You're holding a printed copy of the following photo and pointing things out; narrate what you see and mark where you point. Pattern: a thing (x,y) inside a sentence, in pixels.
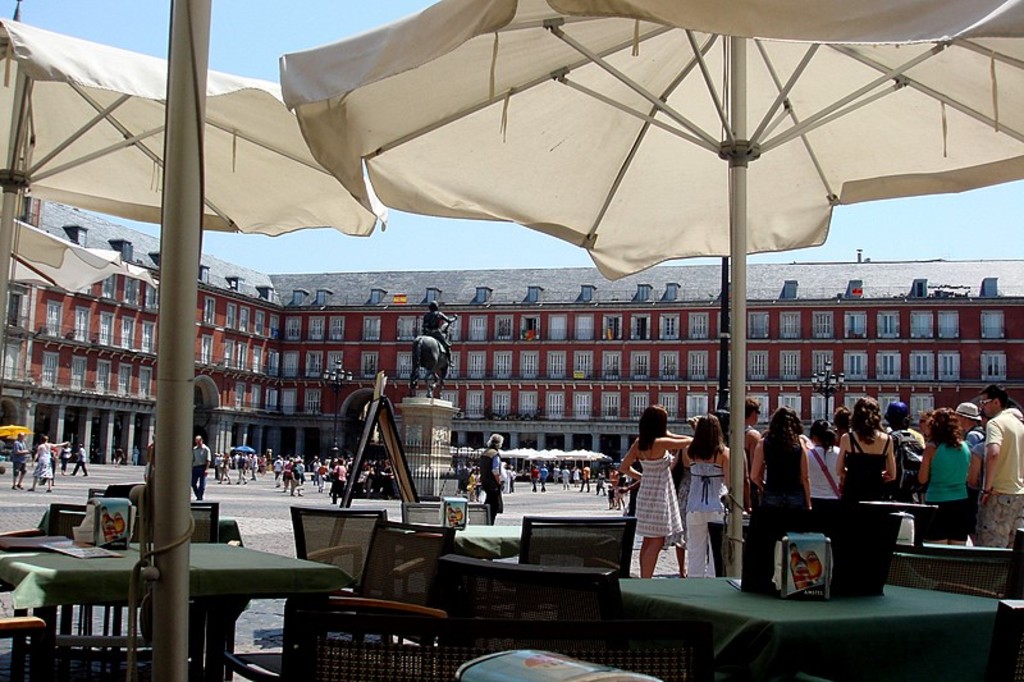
there are tables (245,569) and chairs (365,611). above that there are cream tents (250,156). in front of that people (859,492) are standing at the right (879,470). in the center (427,362) there is a statue (432,326) of a person (432,329) and a animal (424,341). behind that people (193,463) are walking. at the back (299,313) there is a building (624,342) which has many windows (556,363).
